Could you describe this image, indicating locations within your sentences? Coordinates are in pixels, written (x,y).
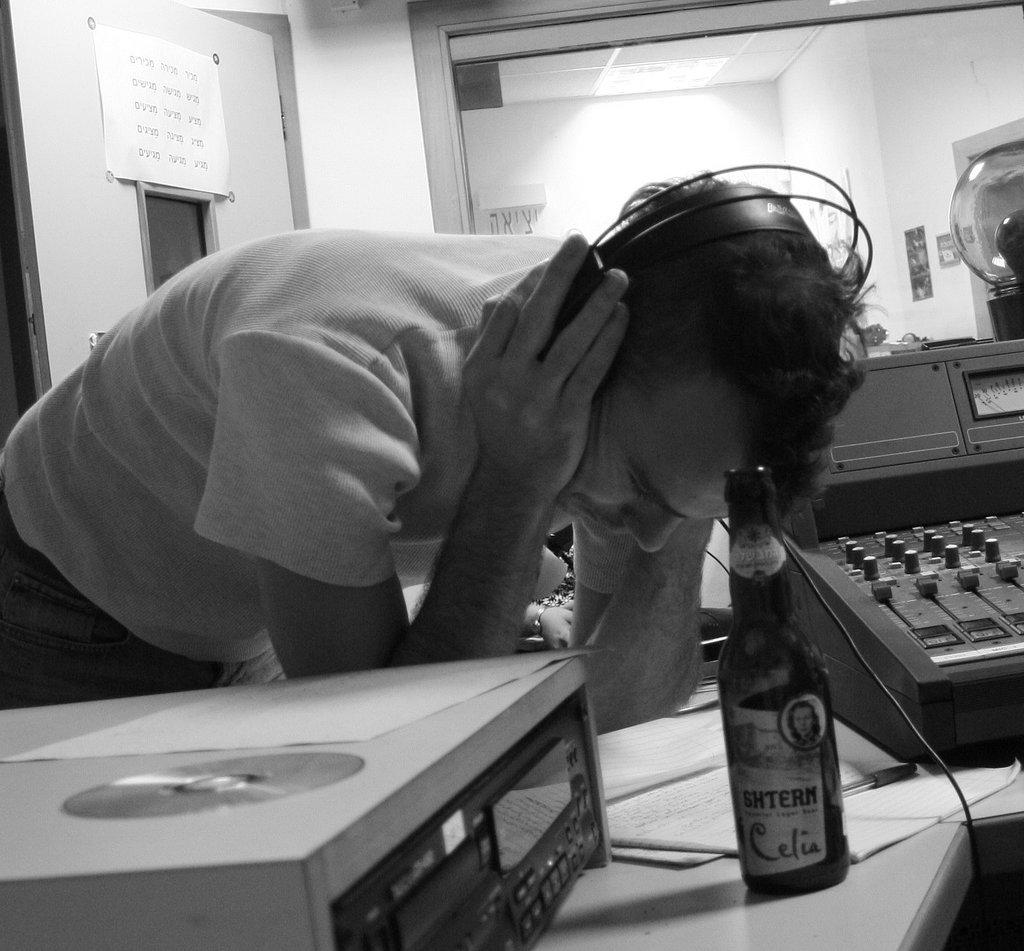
In this image I can see a person (454,382). I can see some devices (406,750) on the desk (661,937). I can see a glass bottle (760,714). In the background (406,154), I can see the wall (363,148).
